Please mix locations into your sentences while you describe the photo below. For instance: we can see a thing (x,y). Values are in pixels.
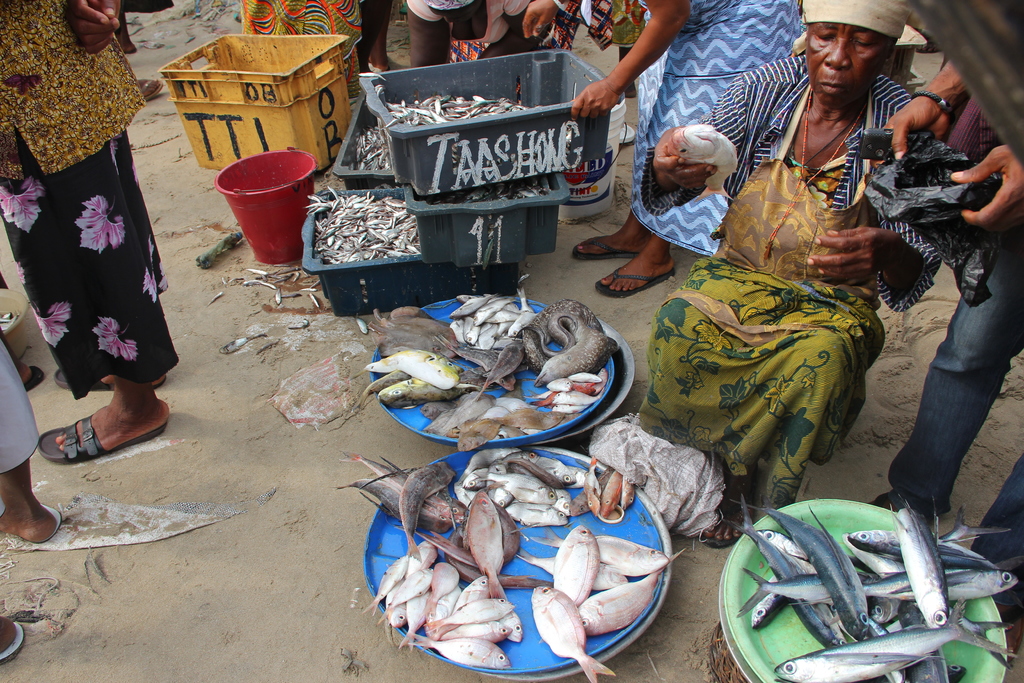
In this picture we can see a few fishes (388,244) in the boxes (472,264) and some fishes (590,482) on the colorful objects (417,419). We can see a few people (708,72) holding objects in their hands (888,233). There are the legs (60,207) of people (159,314) with footwear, buckets (14,297) and some objects (331,376) on the ground (163,456).
